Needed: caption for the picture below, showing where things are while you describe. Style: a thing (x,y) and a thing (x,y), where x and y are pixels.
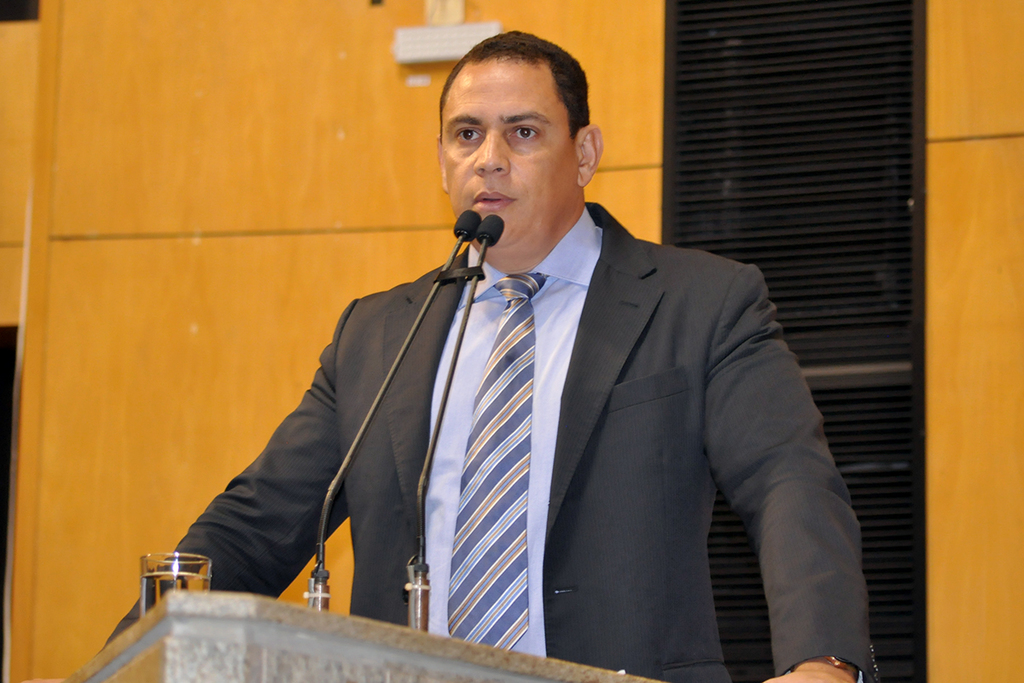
In this image we can see a person (541,458) standing in front of the podium (357,618), on the podium (253,663), we can see the mics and a water glass (190,573), in the background (299,97) we can see the wall (249,134) with some objects (827,244).
